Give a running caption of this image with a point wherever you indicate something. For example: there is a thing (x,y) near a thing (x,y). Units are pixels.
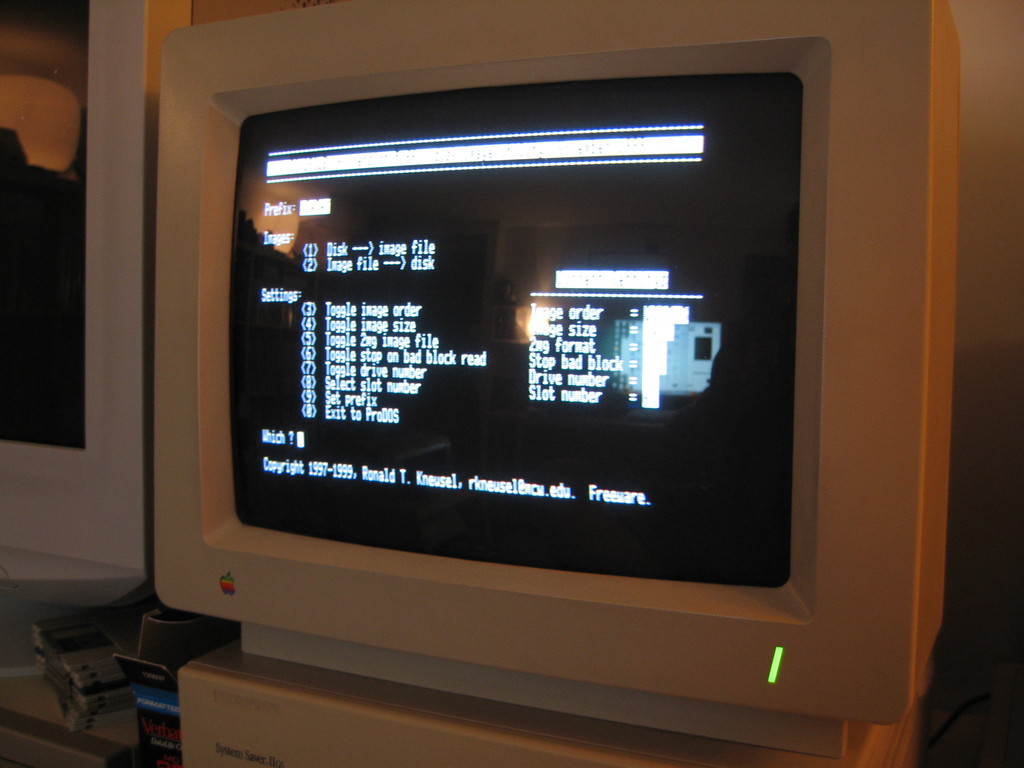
In this image there is a monitor (397,473). On the monitor (364,331) some text (364,331) are there. Beside the monitor (401,503) there is a packet (126,679) and few other things (90,624).
